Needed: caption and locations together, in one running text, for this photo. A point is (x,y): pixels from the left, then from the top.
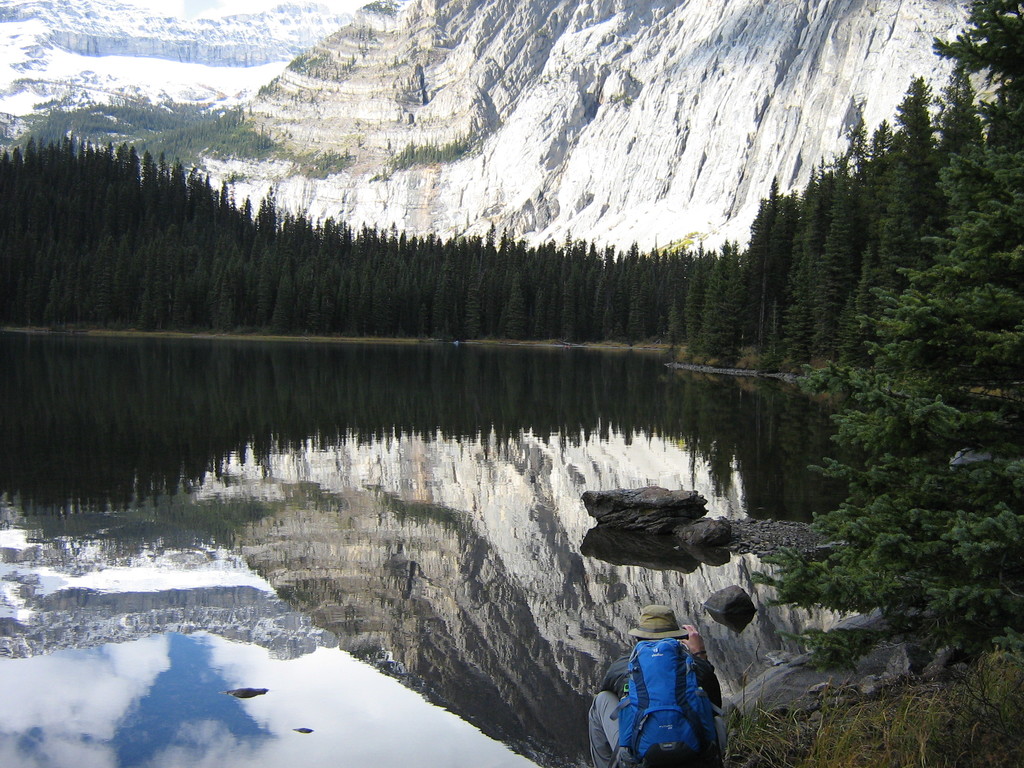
In the foreground of this image (673,670), there is a person (670,723) wearing bag (658,712) and hat (655,624) is squatting. In the background (750,338), there are trees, water (738,563), rocks (739,544) and the mountains (383,75).
